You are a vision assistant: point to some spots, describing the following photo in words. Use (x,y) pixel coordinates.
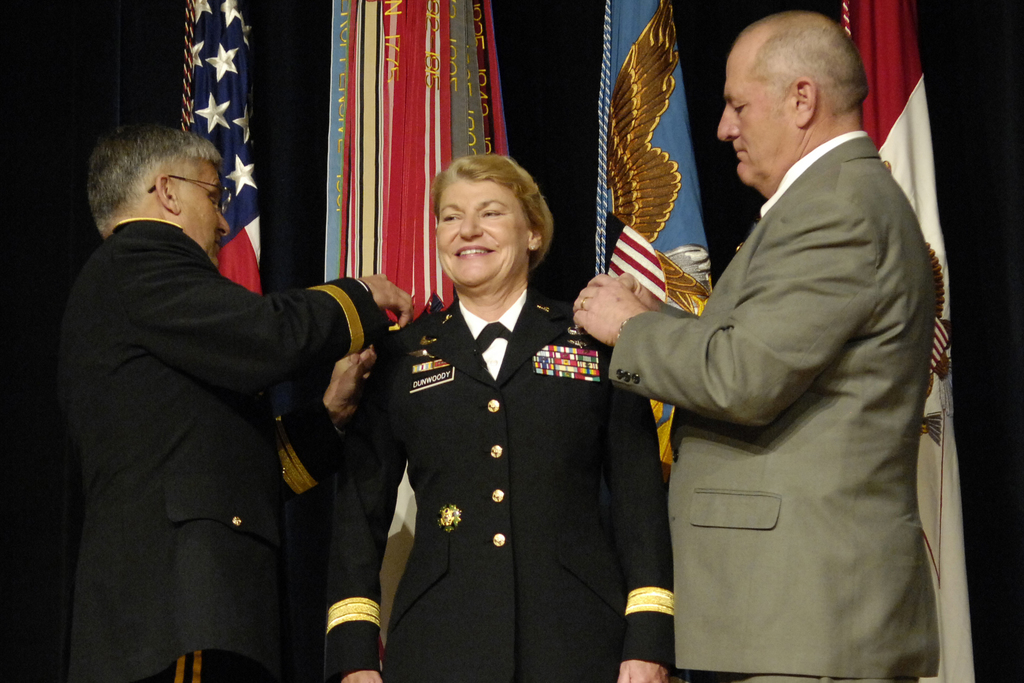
In this image I can see three persons (172,172) are standing in the front (716,360). I can see the left two (102,266) are wearing uniforms (540,432) and the third one (590,309) is wearing formal dress (776,342). In the background (201,123) I can see few flags (367,138) and in the front (459,234) I can see smile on her face (485,260).
